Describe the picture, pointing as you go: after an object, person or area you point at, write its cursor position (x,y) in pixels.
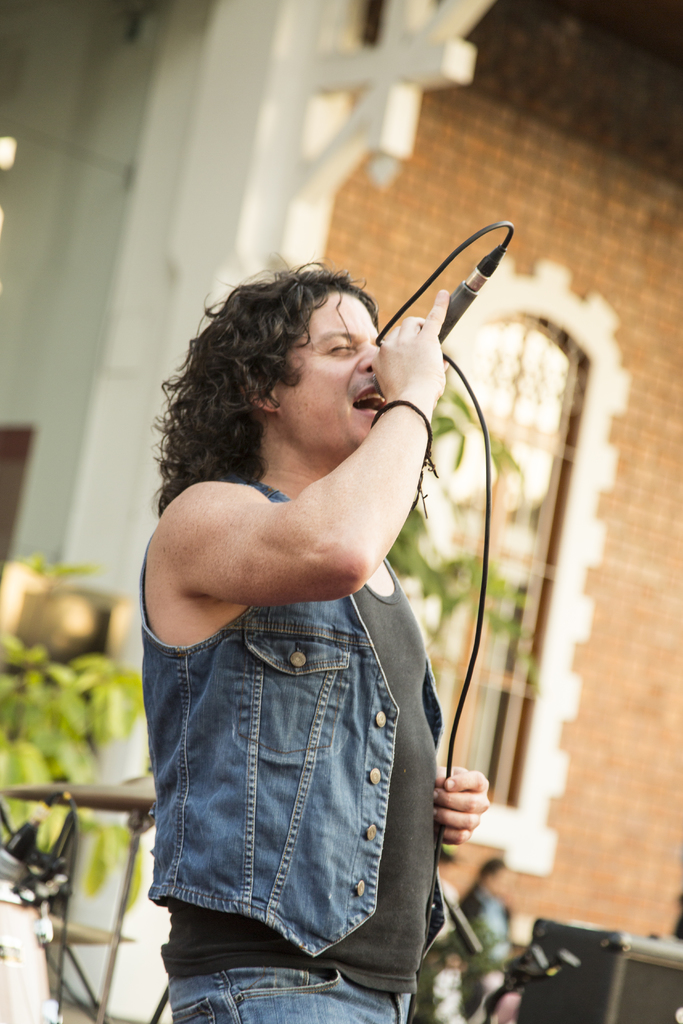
a person (280,732) is standing, singing holding a microphone (453,292) in his hand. behind him there is a building (516,125) and trees (53,677).
